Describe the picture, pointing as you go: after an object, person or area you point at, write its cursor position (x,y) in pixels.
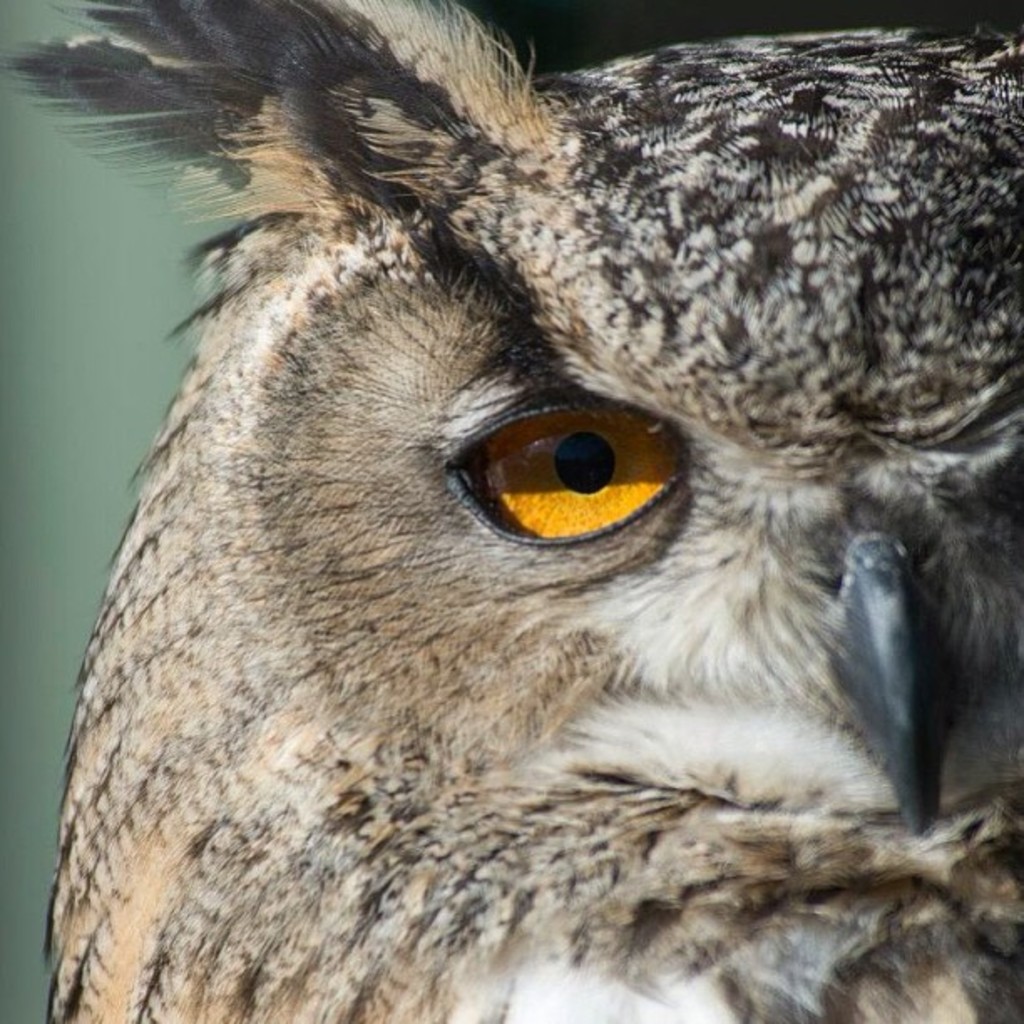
We can see an owl (641,458) where we can see only one eye (544,534) of the owl (588,532).
